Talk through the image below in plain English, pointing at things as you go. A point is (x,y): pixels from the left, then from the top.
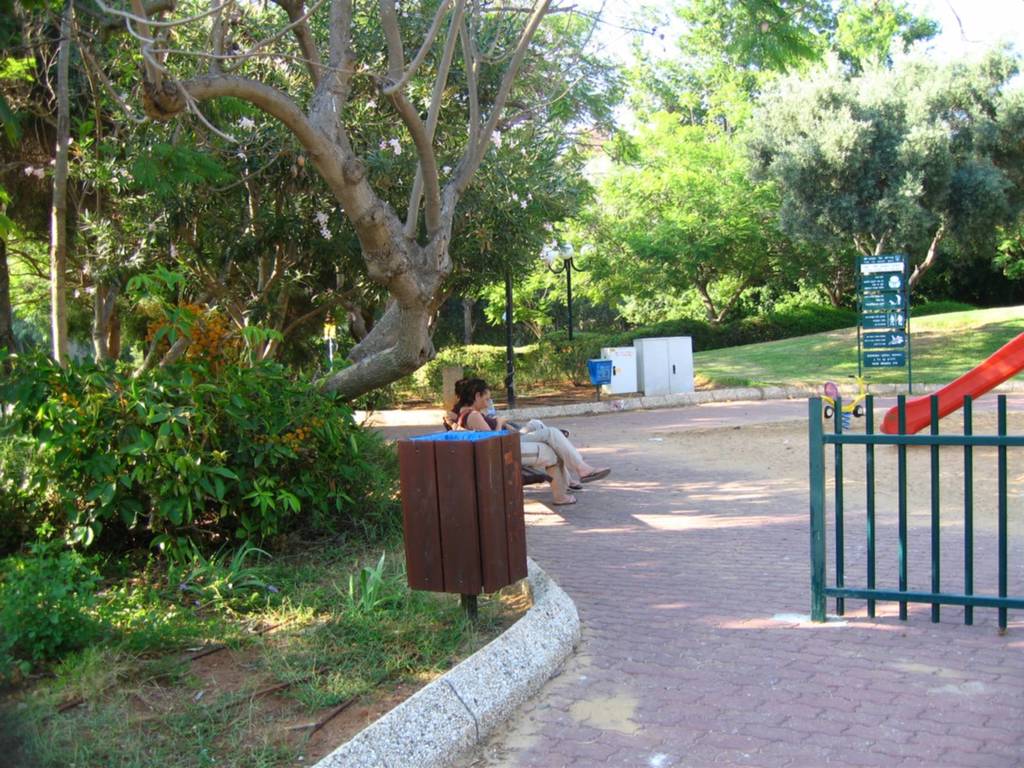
There is an instruction board (903,358) on the right side (859,341). There is a metal fence (816,606) on the right side (819,444). This is a tree (634,178). There are two people (467,426) sitting on wooden chair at the center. There is a street lamp (572,325) at the center (570,281).
